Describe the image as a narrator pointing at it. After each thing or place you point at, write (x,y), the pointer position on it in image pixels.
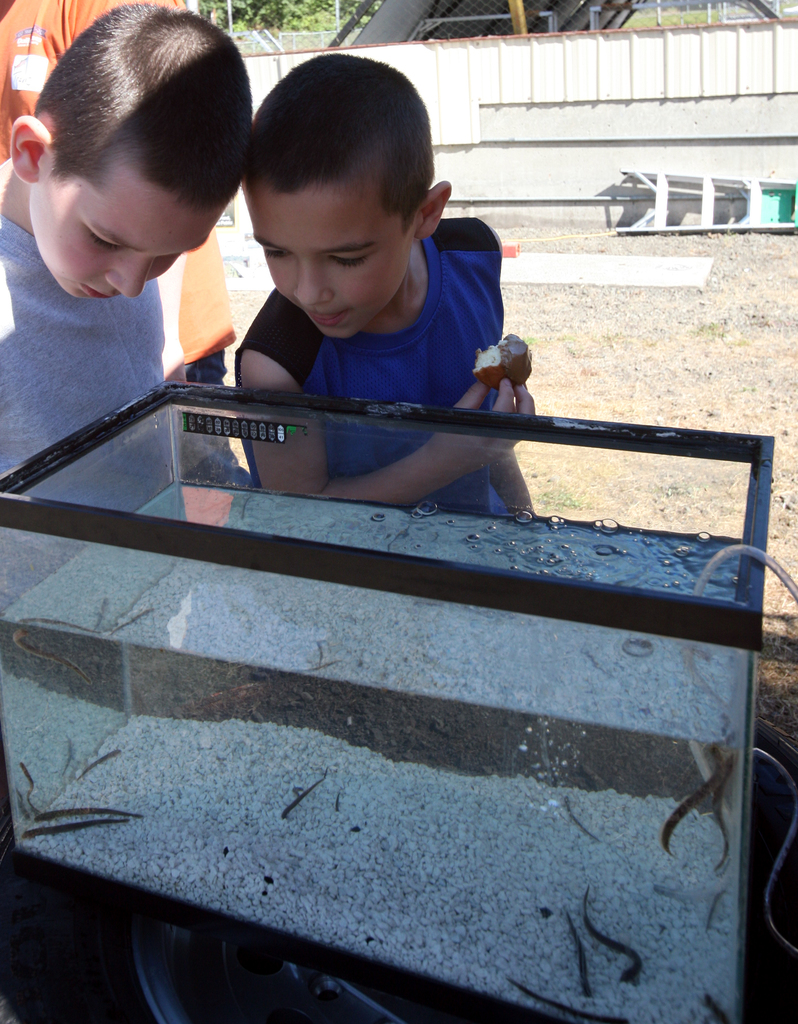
There is an aquarium (357,888), some species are kept inside the aquarium (299,684) and there are two boys (395,277) beside the aquarium (221,489). they are watching the species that are kept inside the aquarium (367,546). Behind the boys (357,94) there is a white fencing (629,214) around the ground (683,375).
